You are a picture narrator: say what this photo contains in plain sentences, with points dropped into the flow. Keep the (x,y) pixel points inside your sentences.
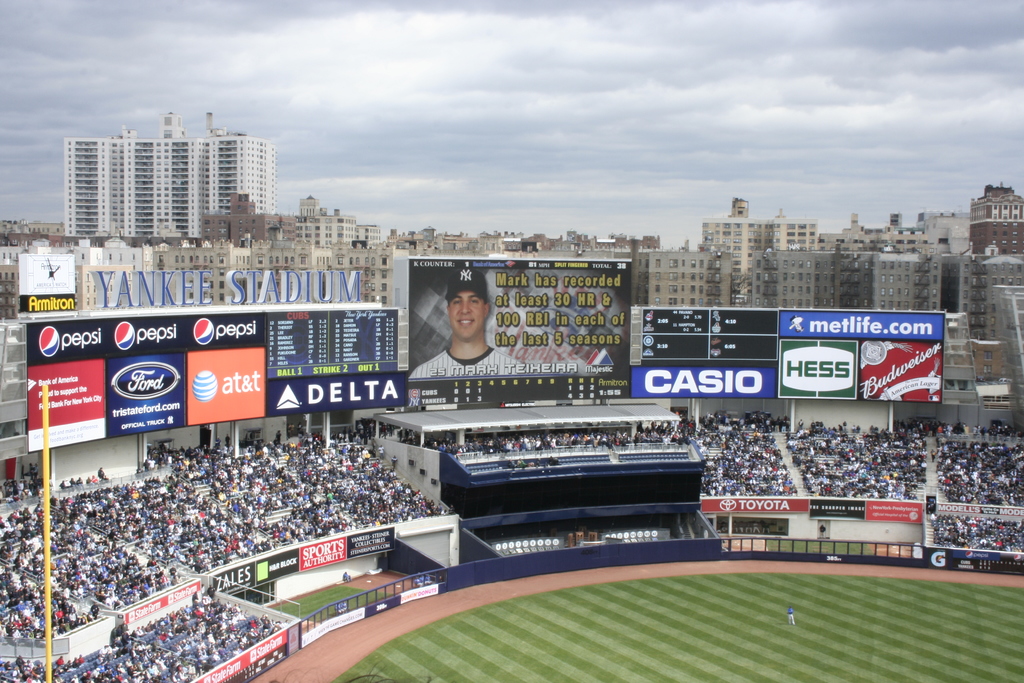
In this picture we can see there are groups of people (106,567), hoardings (57,386), boards (242,405), a name board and a screen (416,314) in the stadium (343,307). Behind the hoardings (156,340), there are buildings (134,202) and the sky (674,51). On the left side of the image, there is a pole (45,424).
